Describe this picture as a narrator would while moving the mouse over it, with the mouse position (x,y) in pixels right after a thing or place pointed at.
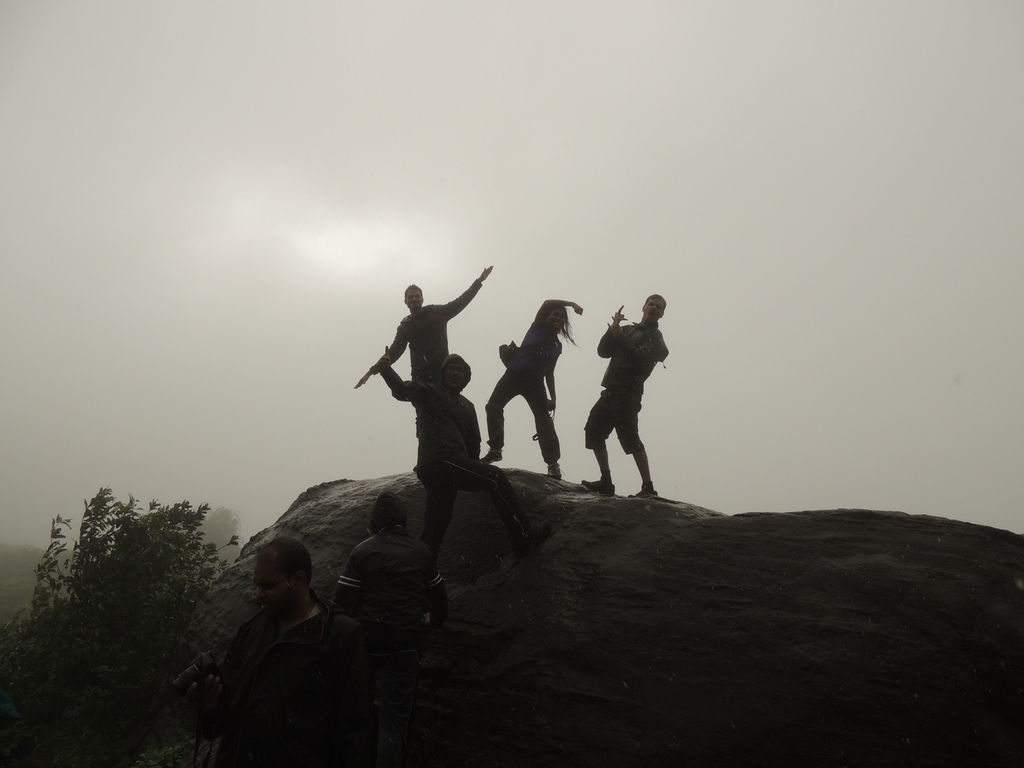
In the image there are few persons (415,331) standing on the rock (457,583) and above its sky (176,280).
